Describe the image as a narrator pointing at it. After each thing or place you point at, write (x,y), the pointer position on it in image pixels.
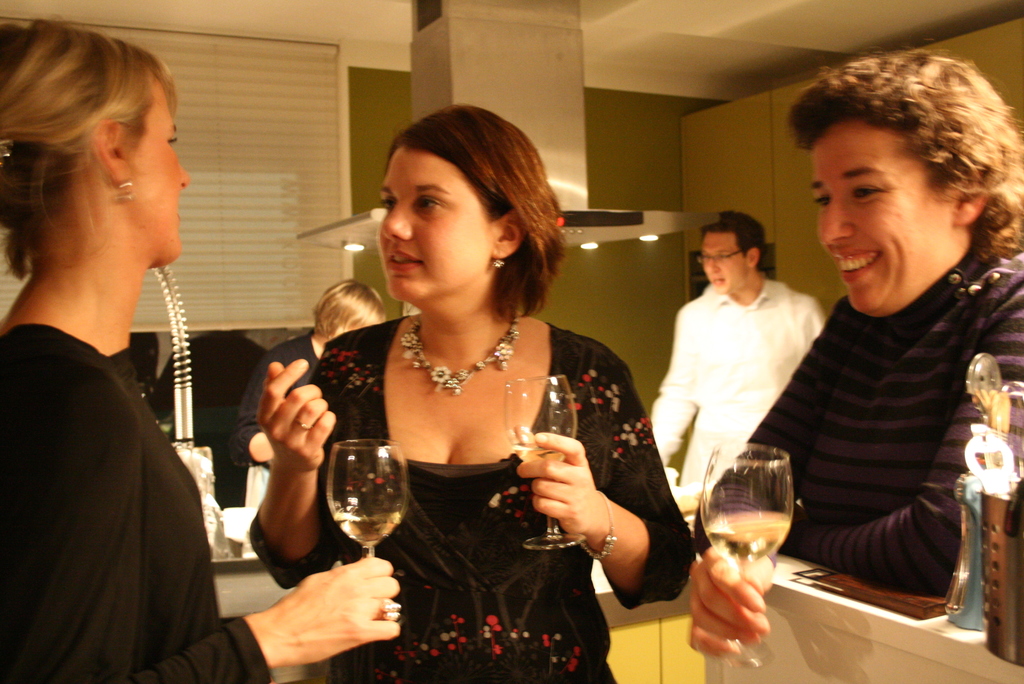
This is an inside view picture. On the background (393,130) we can see a wall (673,143). This is a ceiling (666,23). Here we can see few persons (496,228) standing. In Front of the picture we can see three persons (82,553) standing and holding glass (712,496) of drink (749,524) in their hands (538,475). At the right side of the picture (859,292) we can a person (846,233) holding a pretty smile (856,270) on their face (870,280).
